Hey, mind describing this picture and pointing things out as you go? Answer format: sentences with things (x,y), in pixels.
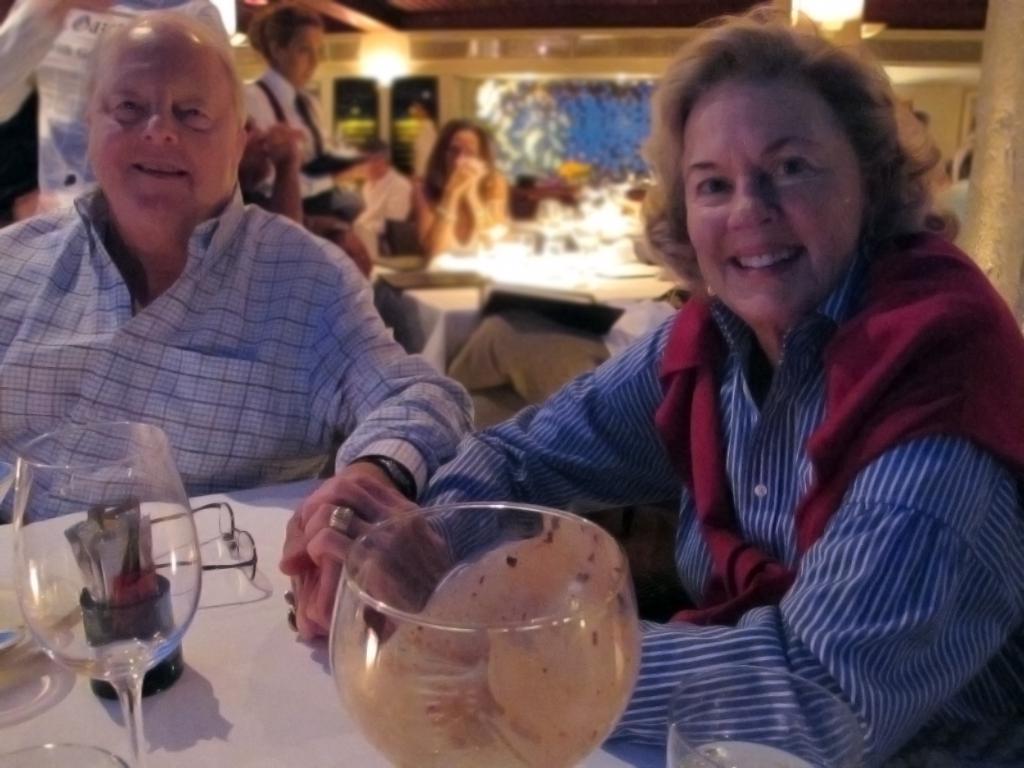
In this image we can see persons (333,291) sitting on the chairs (623,519) and tables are placed in front of them. On the tables (260,564) there are cutlery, crockery (355,617) and spectacles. In the background (499,222) we can see persons (365,184) on the floor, walls (546,122) and electric lights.
